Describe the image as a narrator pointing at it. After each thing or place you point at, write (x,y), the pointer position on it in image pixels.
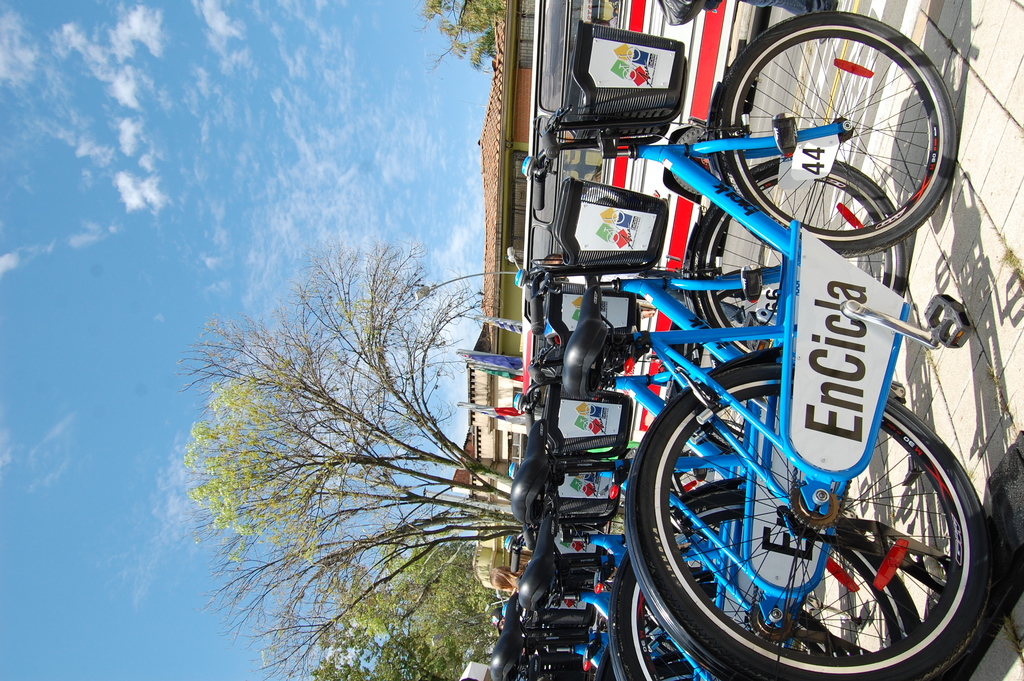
This image consists of bicycles (762,419) in blue color are kept in a line. At the bottom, there is a ground (981,18). On the left (326,501), there are trees (423,672). In the background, there are houses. At the top (249,129), there are clouds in the sky (94,615).
